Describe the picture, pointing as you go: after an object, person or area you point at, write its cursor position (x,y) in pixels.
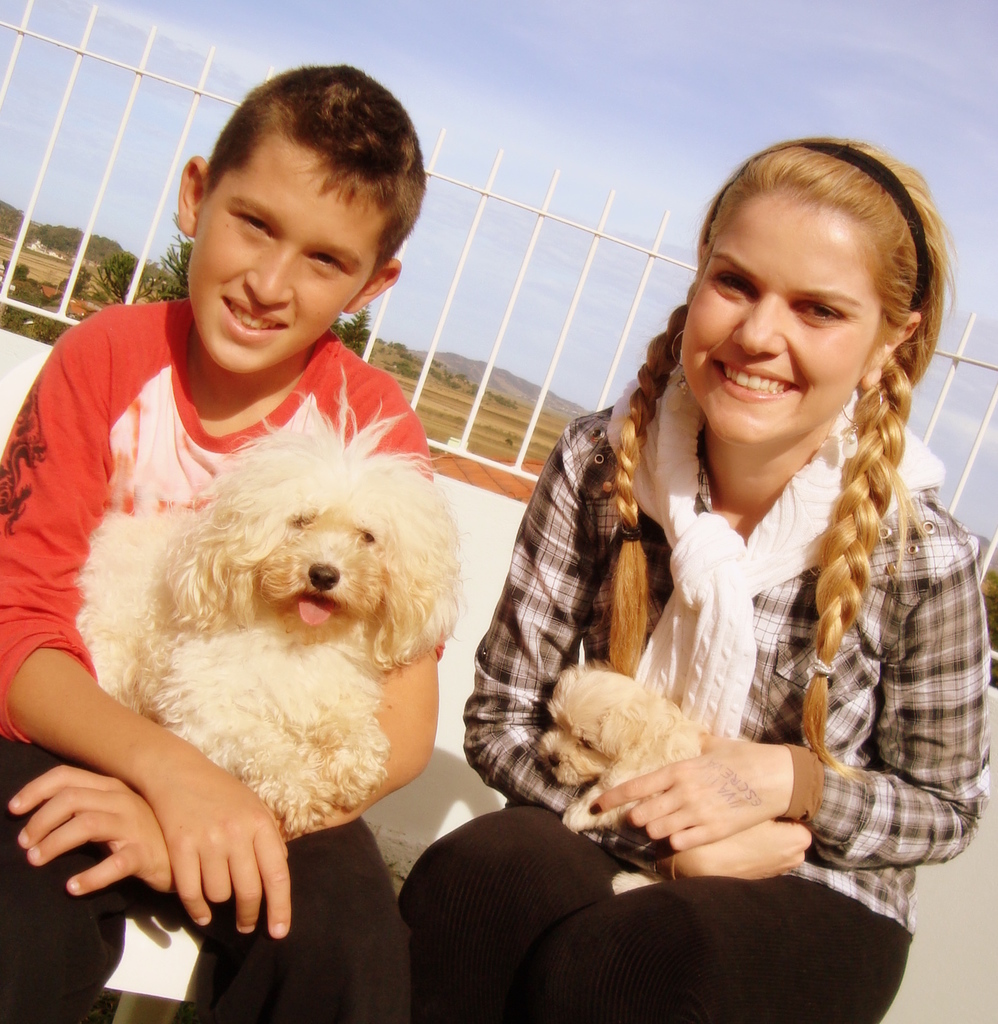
In this picture we can see a man (41,966) and a woman (802,317) holding a dog (378,582) with their hands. They are smiling. On the background (607,198) we can see a sky (561,155). And there are some trees (398,348).
